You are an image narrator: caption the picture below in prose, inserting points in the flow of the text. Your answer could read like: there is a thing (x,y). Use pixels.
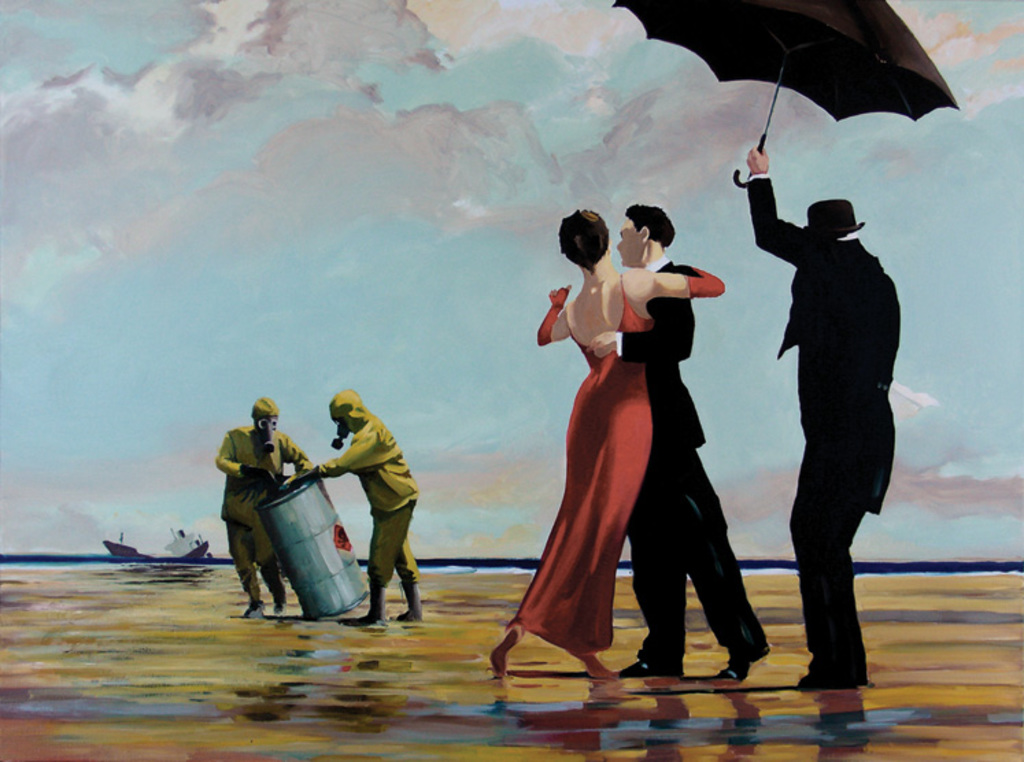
This is a painting and in this painting we can see some people (645,300) where two (416,574) are holding a drum (335,548) and two (626,321) are dancing and a person (797,294) holding an umbrella (780,7) with hand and in the background (154,260) we can see the sky (454,136) with clouds (432,129).
